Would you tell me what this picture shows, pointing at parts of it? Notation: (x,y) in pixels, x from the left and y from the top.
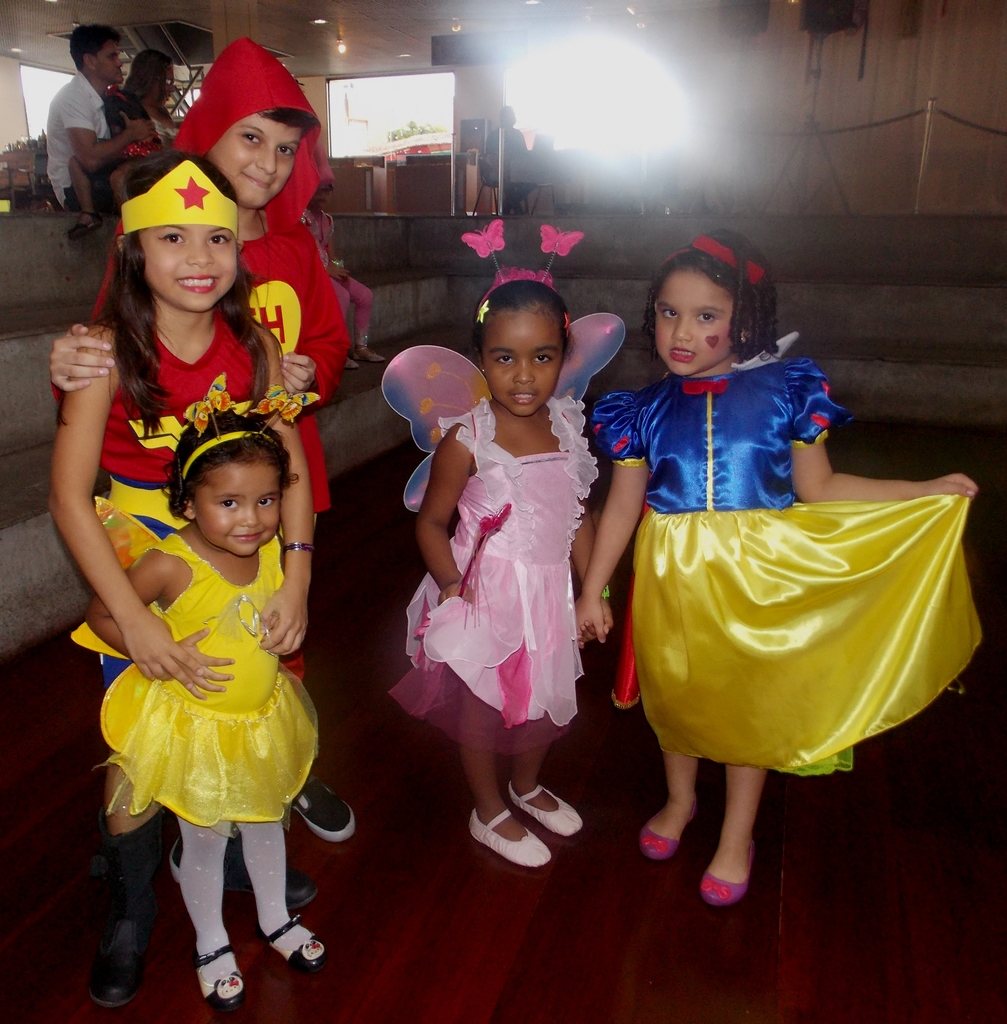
In this picture there are kids (450,712) standing on the floor (398,780) and we can see steps (393,228). There are people (95,176), among them there's a man (63,109) holding a kid (104,105). In the background of the image (622,160) we can see pole (920,179), ropes (873,125), lights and objects (395,206).
